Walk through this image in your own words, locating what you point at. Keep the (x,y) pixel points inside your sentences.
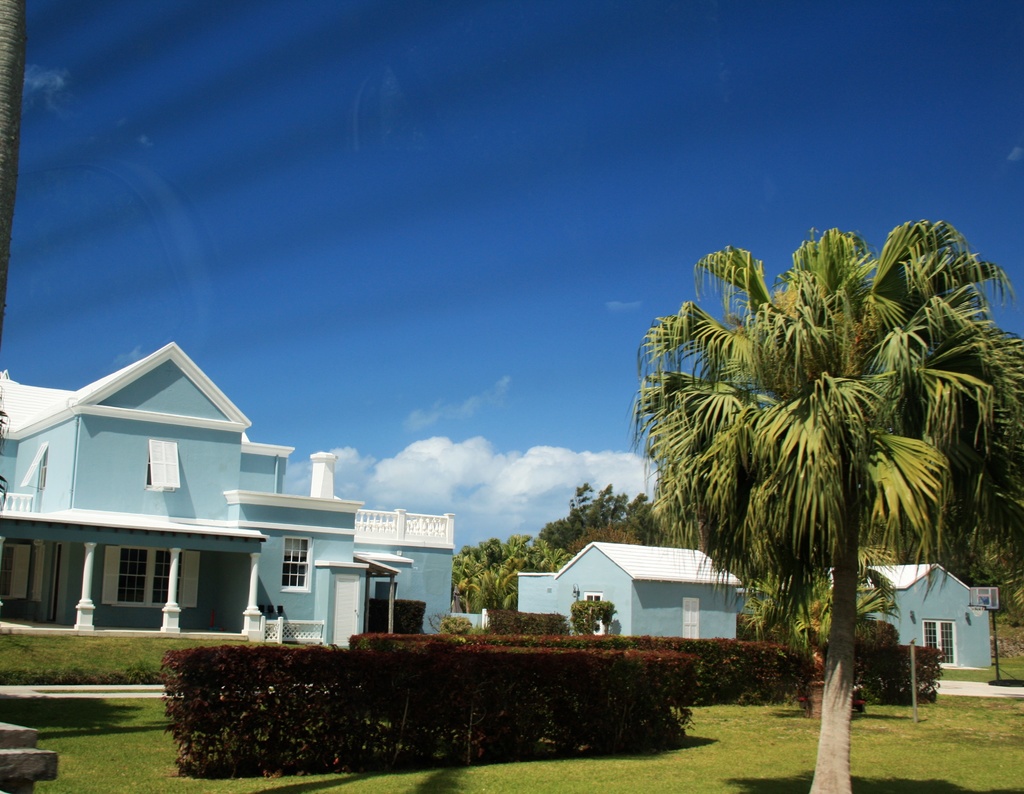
In this image I can see few houses (398,562), windows (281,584), trees (923,493) and small plants (531,721). I can see the basketball goal post (1001,681). The sky (321,328) is in blue and white color.
